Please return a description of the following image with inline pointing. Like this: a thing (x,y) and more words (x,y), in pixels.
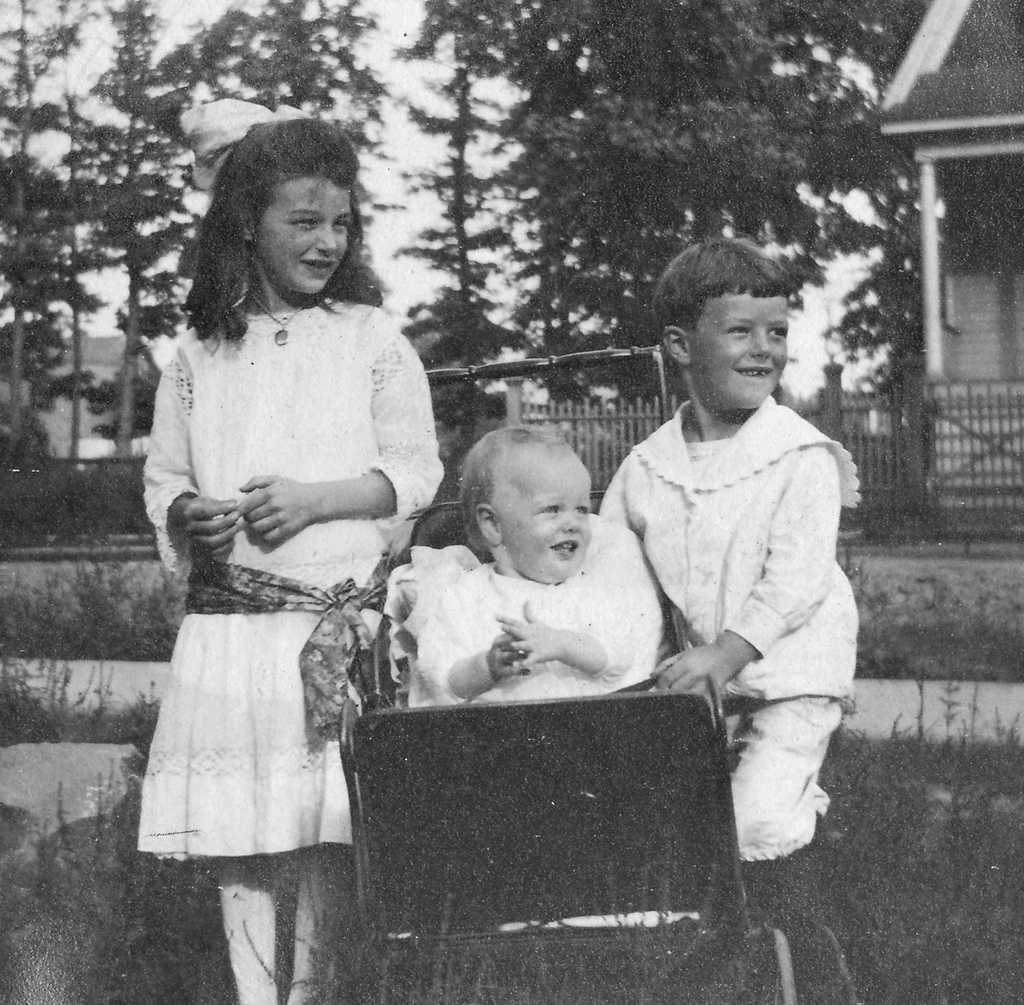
This is a black and white picture, in this image we can see three people (461,583), among them one is sitting and two are standing, there are some trees (355,74), grass (861,802), fence (886,483) and a house (933,164), in the background (407,7) we can see the sky (407,47).
